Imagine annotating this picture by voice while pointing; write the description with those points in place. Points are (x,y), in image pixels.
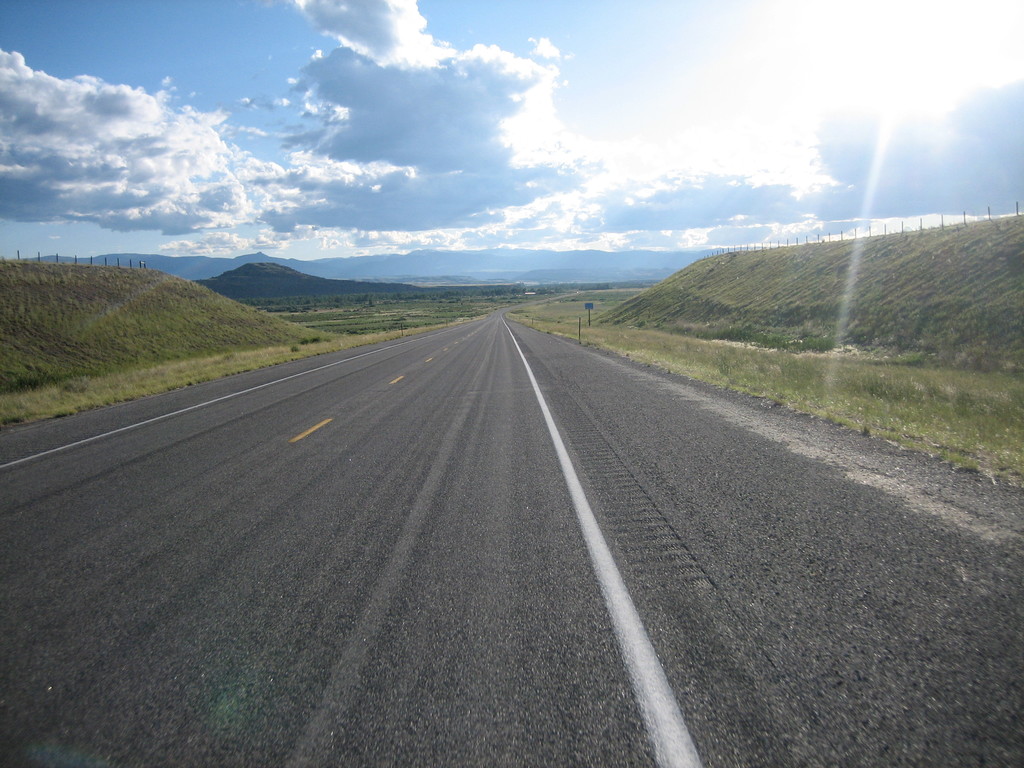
In the foreground of the image (365,363) we can see the road (377,526). To the right side (941,249), we can see a cliff (853,311) with some poles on it. On the left side (120,288), we can see group of mountains (239,273) and in the background (691,120), we can see a cloudy sky (400,134).
